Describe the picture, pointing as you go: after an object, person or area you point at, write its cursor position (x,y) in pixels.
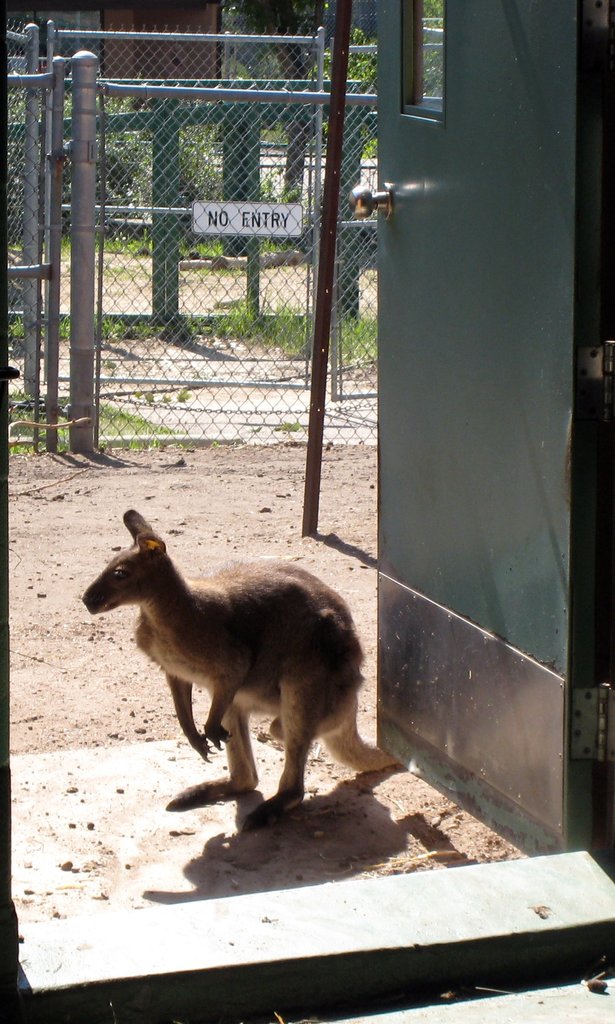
In this image I can see a kangaroo (246,735) visible in front of door (488,523) and door (507,505) visible on the right side (512,169) and in the middle (263,373) there is a fence (177,235) and there are some trees (206,172) visible through the fence (137,201).
